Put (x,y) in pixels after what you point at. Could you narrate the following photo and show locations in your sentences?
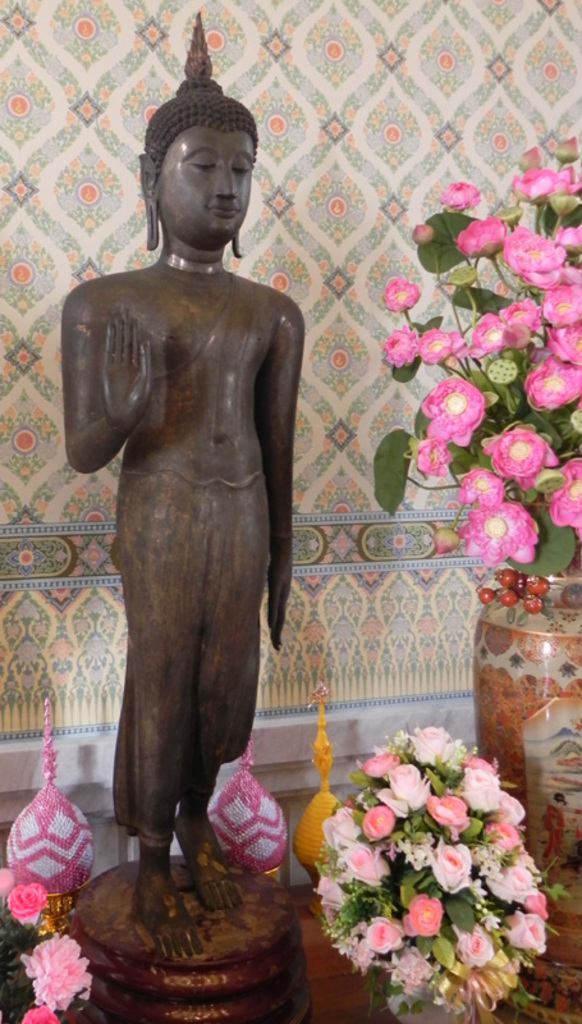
In this picture there is a statue (159,361) which is placed on the table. Beside that I can see the pots (572,867) and flowers (562,534). In the back (380,199) I can see the wall (351,292).
